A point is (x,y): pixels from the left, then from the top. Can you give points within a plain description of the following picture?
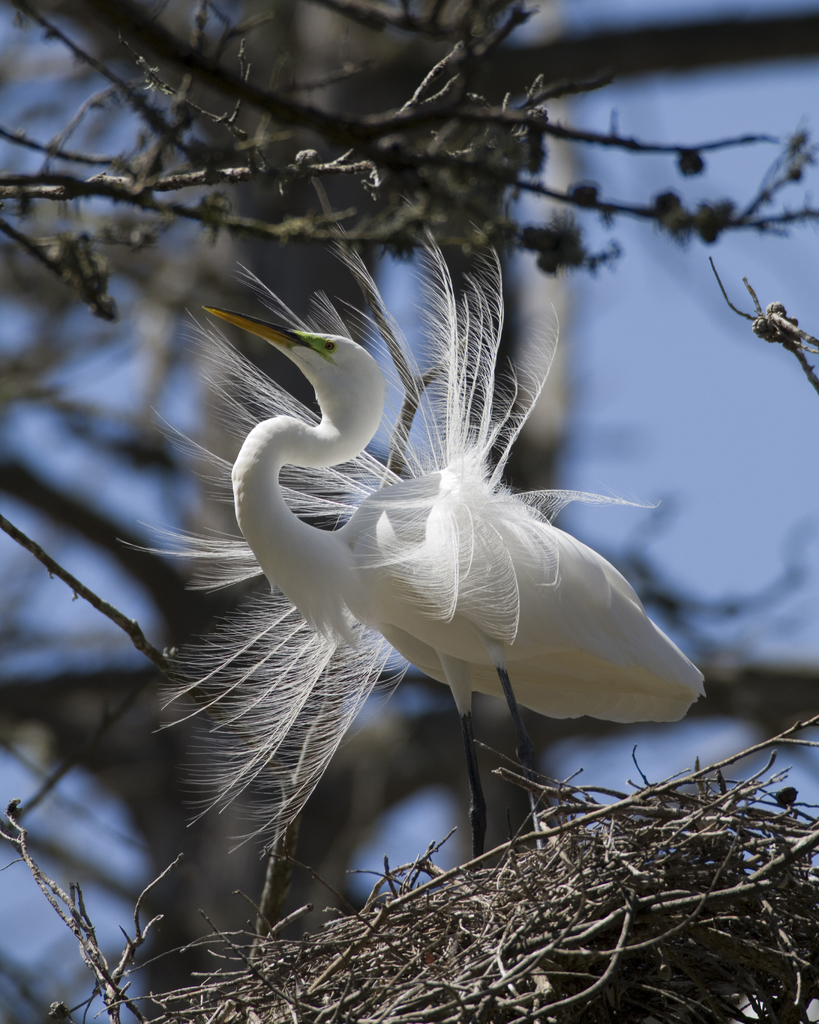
In this image we can see a bird (388,560) which is white in color is on the nest (466,919) and we can see some branches (522,125) of a tree (693,149).
